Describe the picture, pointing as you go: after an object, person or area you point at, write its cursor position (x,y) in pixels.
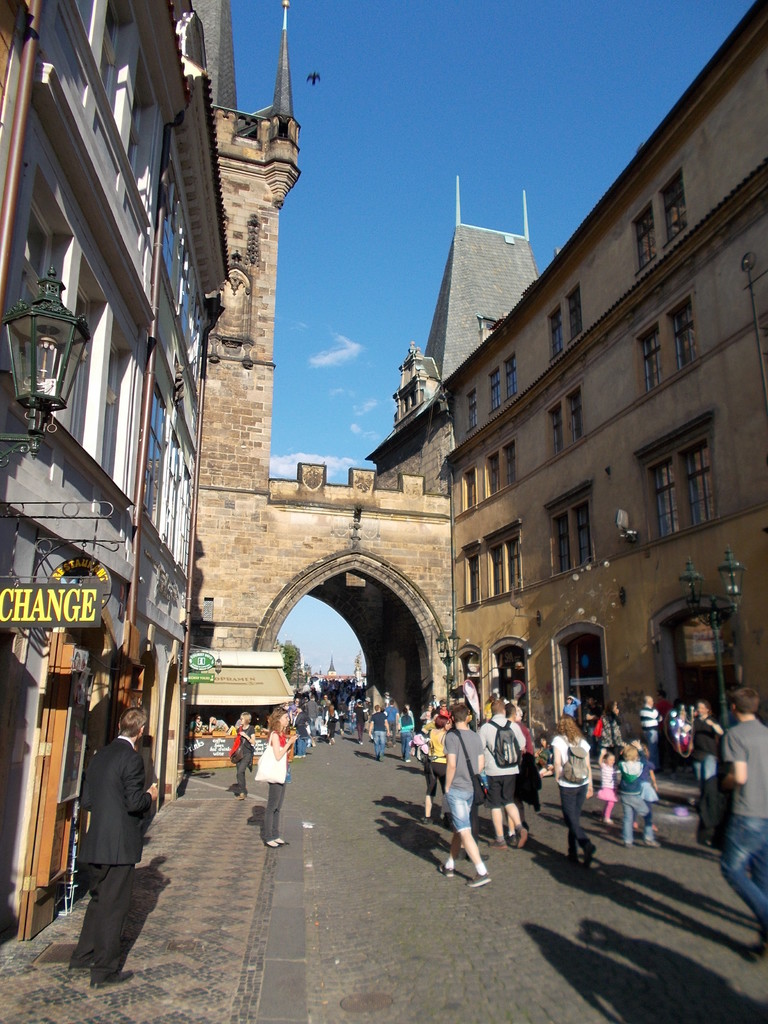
Buildings (554,365) with windows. Here we can see people (530,743). Left side of the image (50,301) we can see a board (38,615) and light (31,367). Sky (442,132) is in blue color. Bird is flying in the air (316,83).
